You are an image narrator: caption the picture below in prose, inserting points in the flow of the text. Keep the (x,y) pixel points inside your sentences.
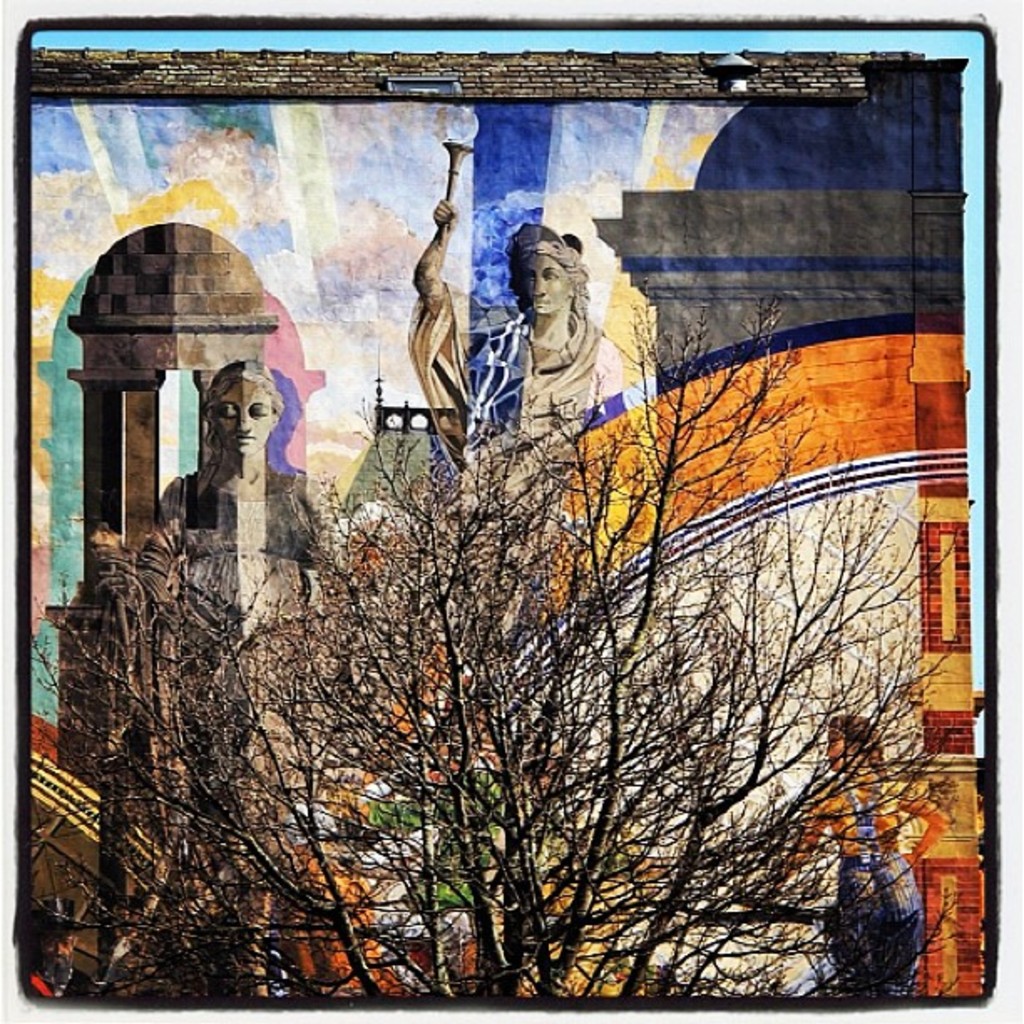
There is a painting (721,789) having person's statues (584,298), trees (755,649), a person (832,954) and arch (190,281).
